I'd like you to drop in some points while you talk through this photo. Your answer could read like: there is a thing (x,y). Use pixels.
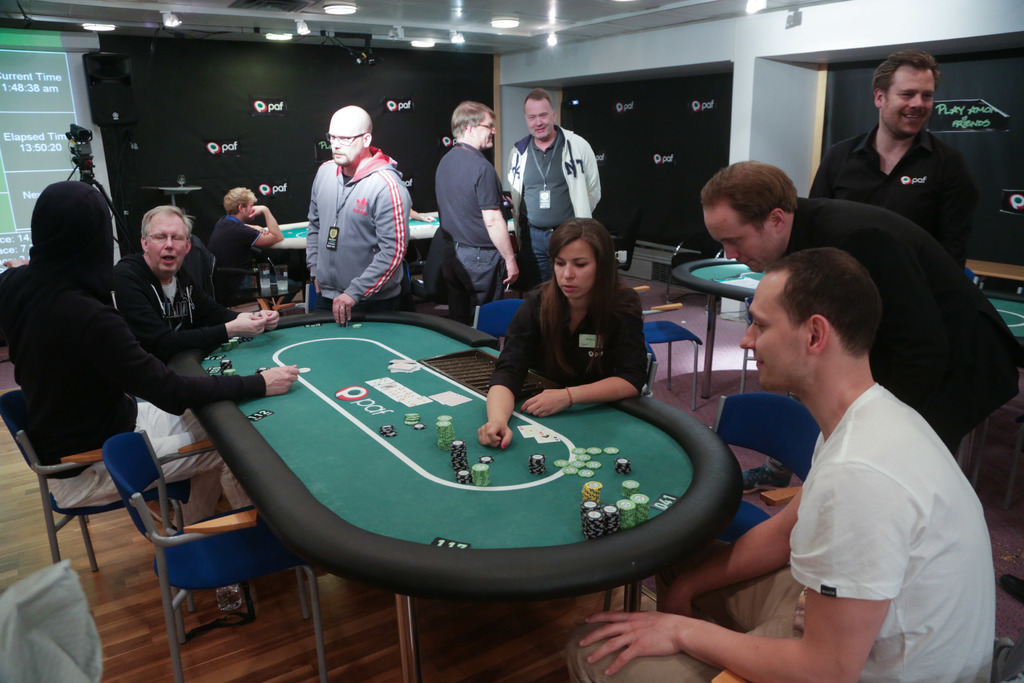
In this image there are few people (152,406) sitting on the chairs (752,413) and playing the poker game. In the middle (405,395) there is a table (439,486) on which there are chips (642,498). At the top (500,41) there is ceiling (500,41) with the lights (420,44). In the background (18,112) there is a screen (15,149) on which there is some text (21,146). Beside the screen (49,154) there is a camera (72,125) on the tripod (96,181). On the right side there are posters (706,101) which are stick to the wall (695,111).
